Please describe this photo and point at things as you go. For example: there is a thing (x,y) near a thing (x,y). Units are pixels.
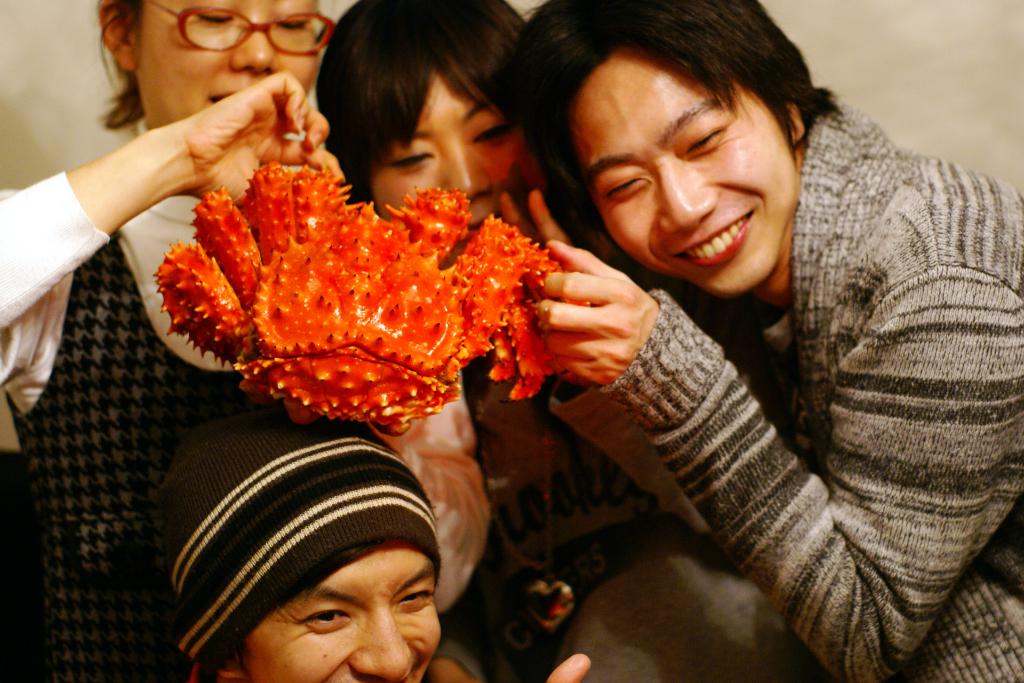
This is a zoomed in picture. In the foreground (399,536) there is a person (308,623) wearing hat (321,457) and seems to be smiling. In the center (634,436) we can see the three people (456,123) standing and holding an orange color object (337,301). In the background (877,51) there is a wall (899,58).
